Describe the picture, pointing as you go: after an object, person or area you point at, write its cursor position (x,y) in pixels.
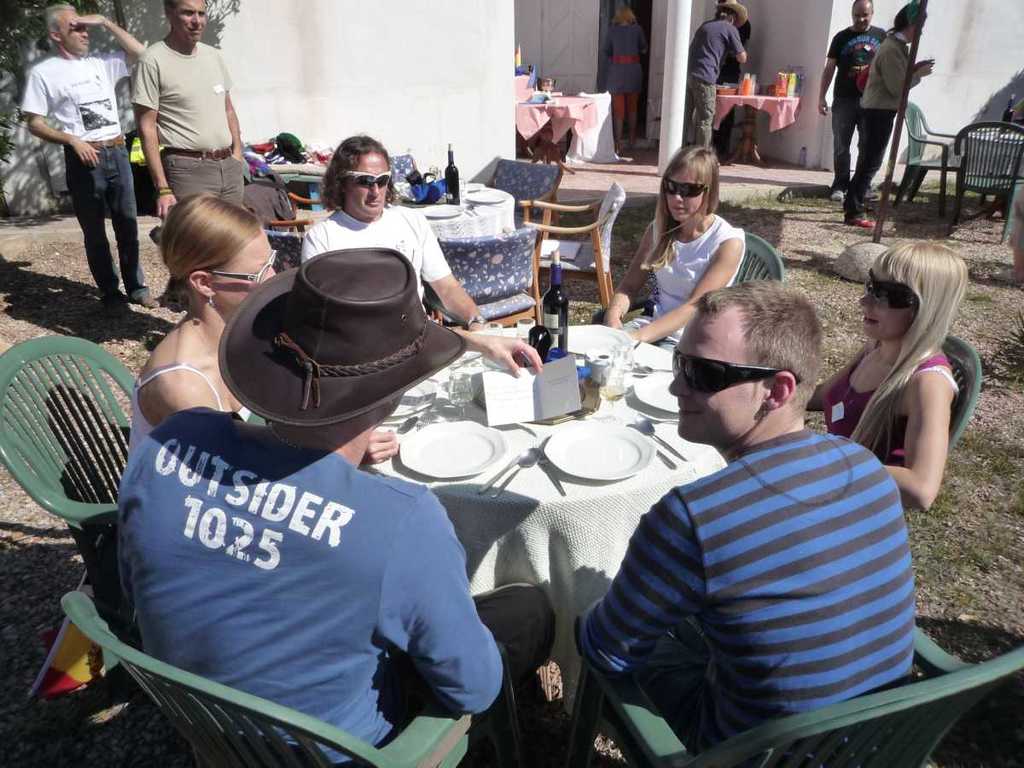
In the image there are few men (319,385) and women (734,269) sat on chair (912,733) around table (538,477), there are plates (612,441), spoon (497,479), fork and wine bottle (551,319) on the table (599,421) and there are several tables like that in the back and there are few men (184,99) standing over the background (107,138).
